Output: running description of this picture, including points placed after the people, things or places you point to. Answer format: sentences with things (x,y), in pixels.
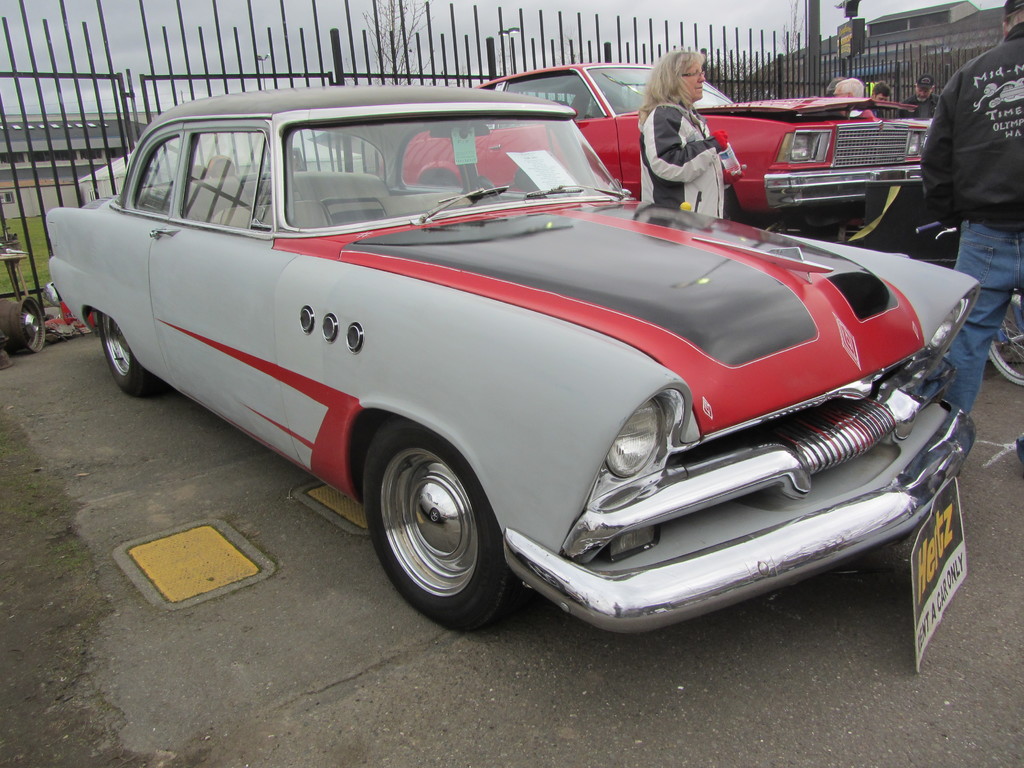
It is a car (510,575) parked on the road (312,564) which is in grey color and in the middle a woman (701,163) is standing. Behind them it's an iron grill (478,42).
